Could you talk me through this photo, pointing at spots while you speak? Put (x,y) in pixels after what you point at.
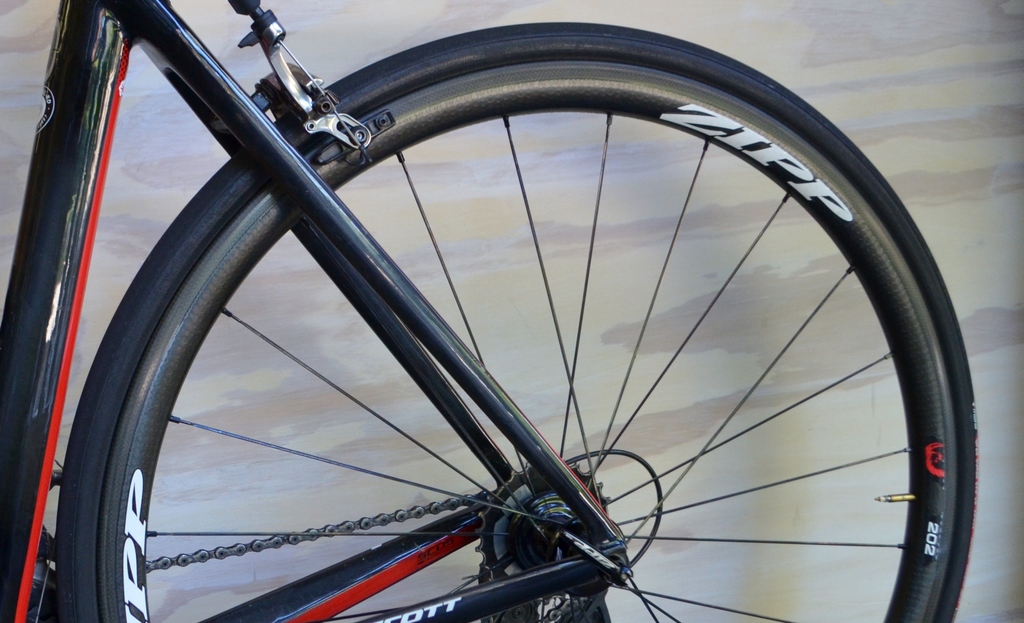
In the image we can see a bicycle wheel (795,216). Behind the bicycle (685,71) we can see a wall (447,27).
